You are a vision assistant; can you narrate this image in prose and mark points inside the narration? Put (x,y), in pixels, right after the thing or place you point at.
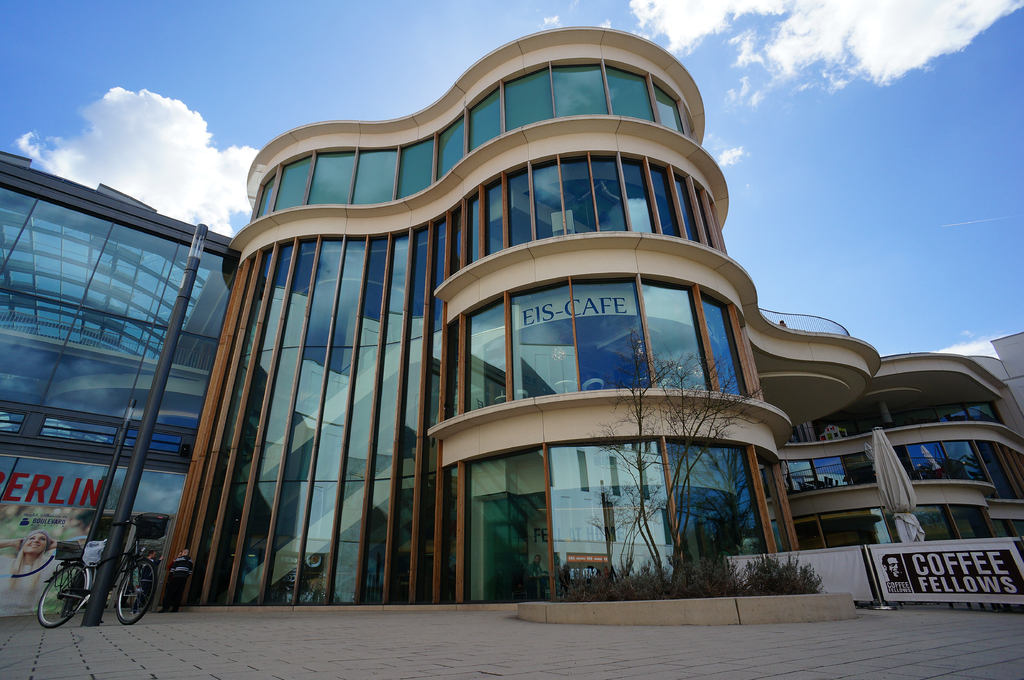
In the center of the image (500,245) we can see the sky (292,51), clouds (796,34), one building (647,389), one cycle (137,594), plants (682,421), few people (180,594) and a few other objects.
